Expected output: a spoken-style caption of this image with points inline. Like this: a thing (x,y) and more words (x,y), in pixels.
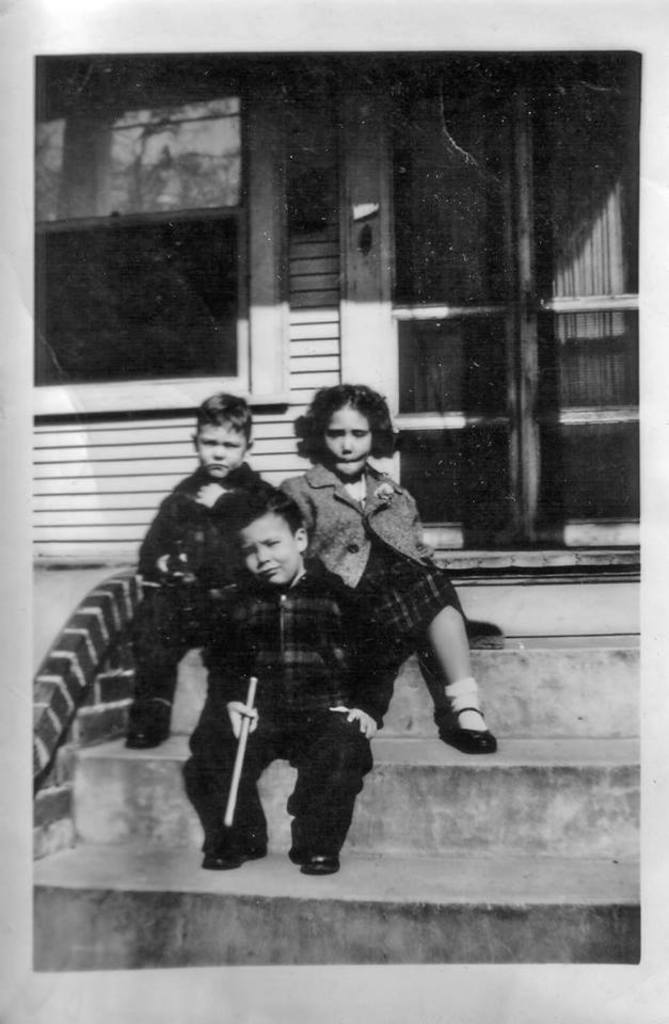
In this image in the foreground (339,408) there are three children (295,668) sitting on steps (448,786), behind them there is a door (435,251), window (215,232).
